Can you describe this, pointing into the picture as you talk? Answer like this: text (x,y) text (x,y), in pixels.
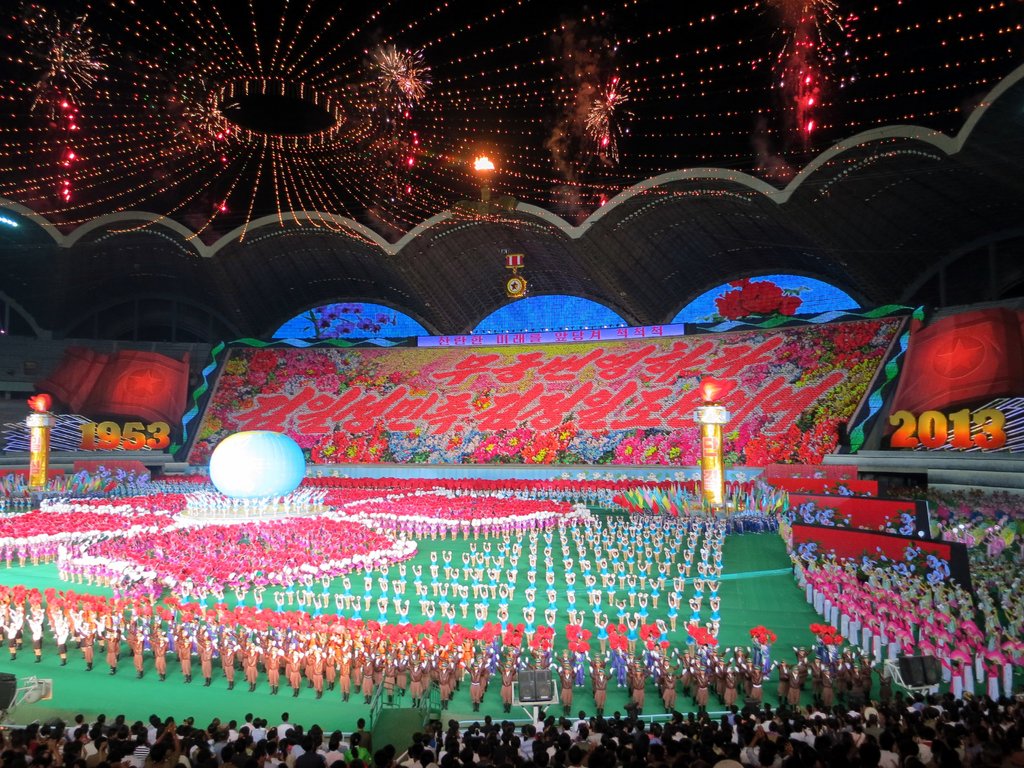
At the bottom of the image (254,724) there are many people (160,734). And in the middle of the stadium (280,619) there are many people (431,569) standing in some shapes. And also there are lights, lamps (710,381) and pillars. And also there are numbers (941,420).
